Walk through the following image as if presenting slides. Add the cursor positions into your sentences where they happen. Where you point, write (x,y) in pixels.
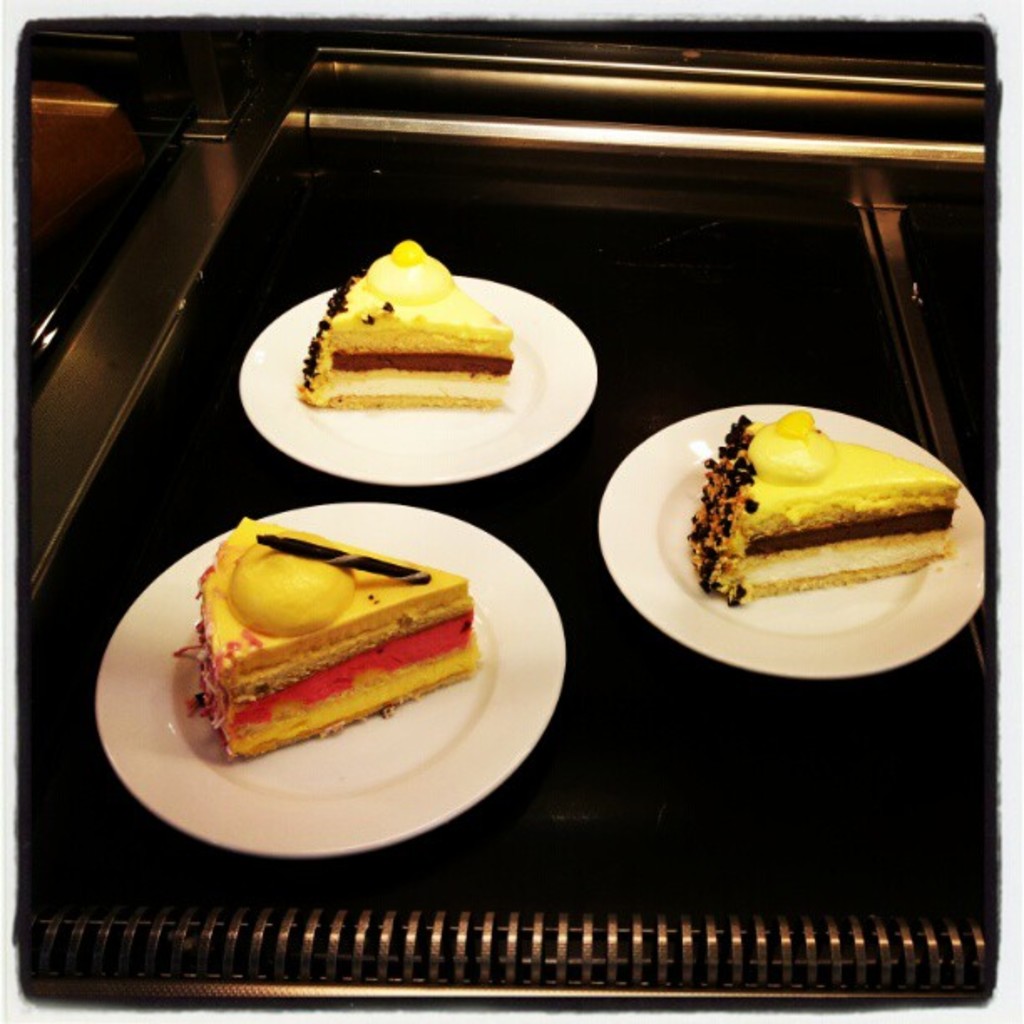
In this picture I can see few pastries (424,574) in the plates (306,348) and a machine (89,685).
